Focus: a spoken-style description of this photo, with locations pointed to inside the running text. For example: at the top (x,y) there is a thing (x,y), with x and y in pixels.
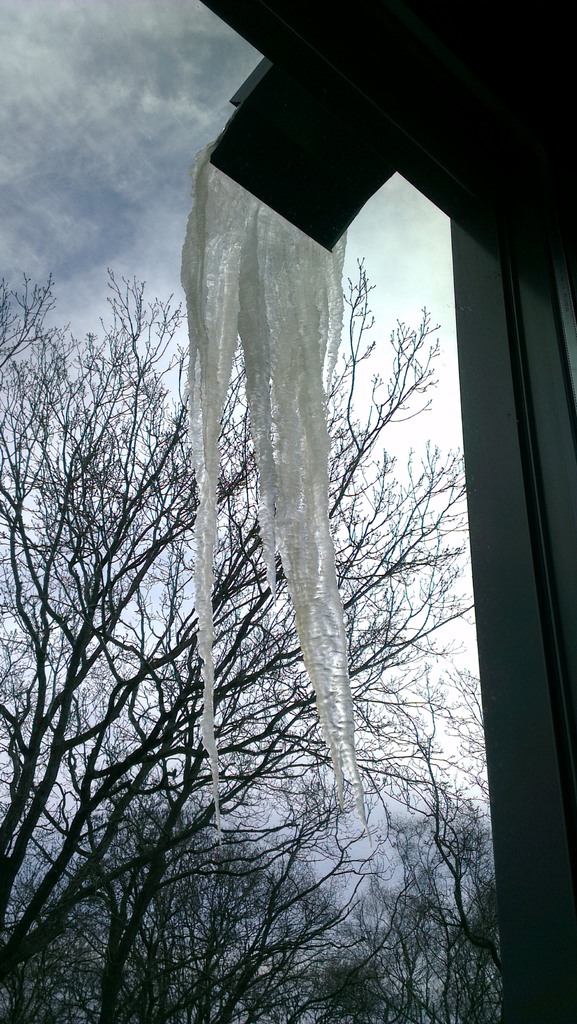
In this picture we can see icicles (273,454) hanging from the roof (283,197), side we can see so many trees (78,677).
